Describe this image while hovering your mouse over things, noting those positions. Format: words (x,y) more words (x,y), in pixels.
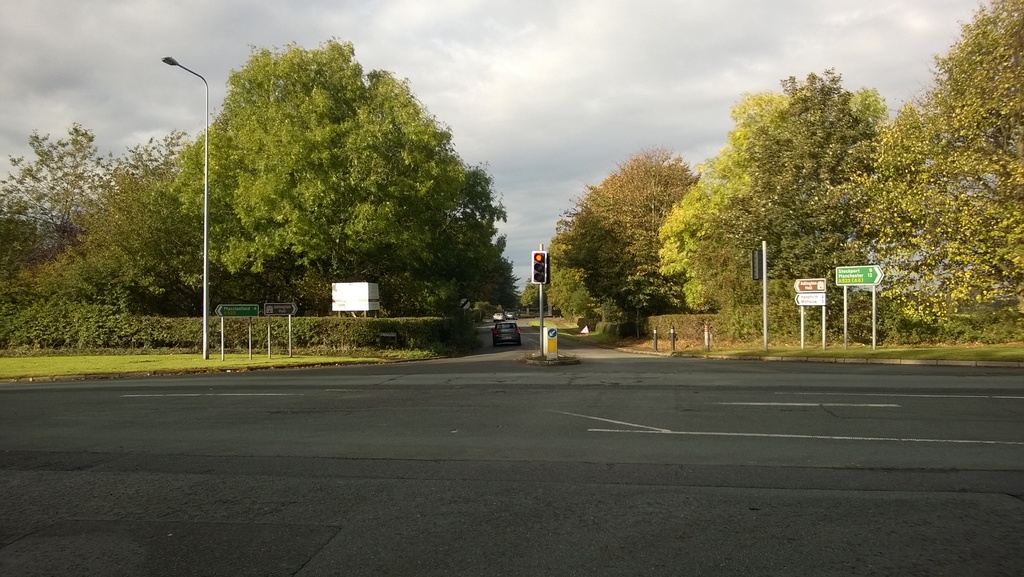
In this image I can see the vehicles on the road (479,344). On both sides of the road (485,333) I can see the poles (290,329), boards (821,298) and many trees (727,185). I can see the signal pole (540,270). In the background (521,128) I can see the clouds (456,101) and the sky (430,78).
